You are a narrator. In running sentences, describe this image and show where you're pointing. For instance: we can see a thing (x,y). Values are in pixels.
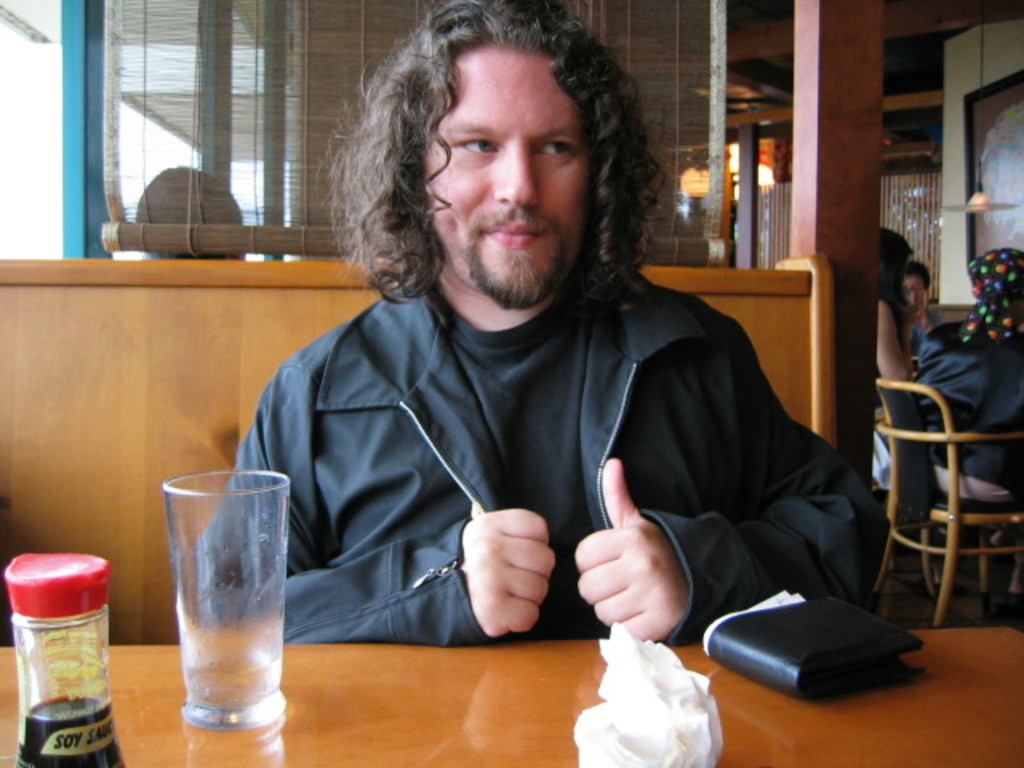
In this image we can see a person (533,377) sitting in the middle (435,485) on a chair (251,382), in front (351,720) with him there is a table (437,684), on top of that we can see a bottle (93,744), glass (214,614), tissue paper (707,679), and wallet (818,650), behind the person (679,509), there are few other persons (923,351) sitting on the chairs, there is a hanging light (959,205), curtain (221,118), pillars (860,203) and a wall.
